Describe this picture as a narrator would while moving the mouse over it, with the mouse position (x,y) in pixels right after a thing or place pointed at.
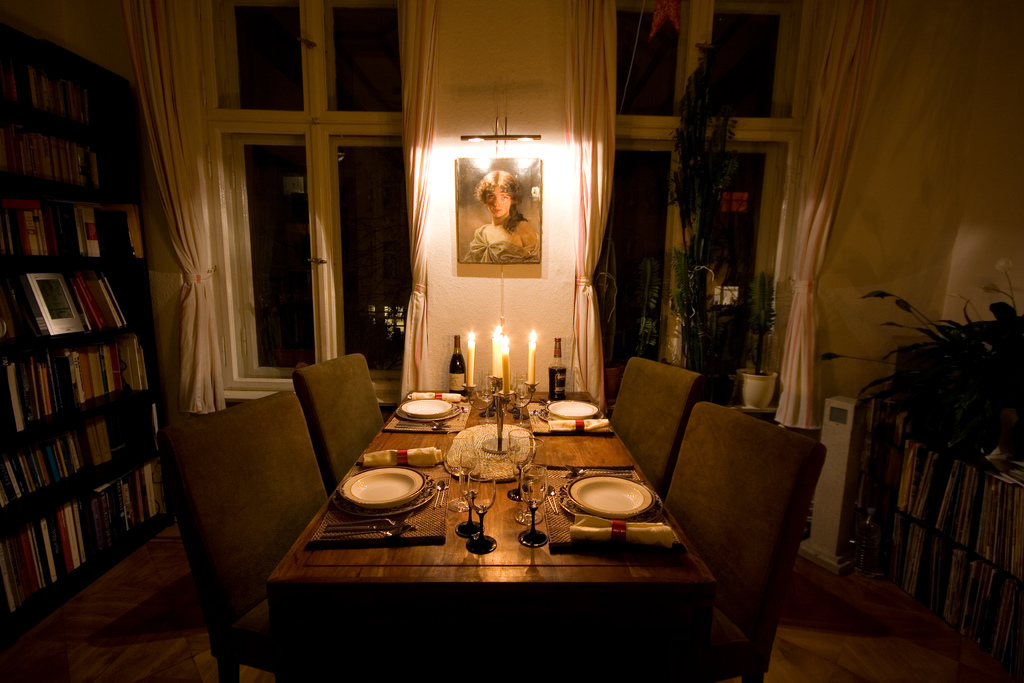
In this image we can see some chairs (678,509), dining table (584,579) which consists of plates (419,415), spoons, glasses (544,475), candles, bottles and a many other objects (431,533) on it, behind it there are curtains (425,284), windows (269,317), plants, a light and a painting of a person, on the sides there are racks (971,541) which contains books (963,518) and a few other objects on it.
